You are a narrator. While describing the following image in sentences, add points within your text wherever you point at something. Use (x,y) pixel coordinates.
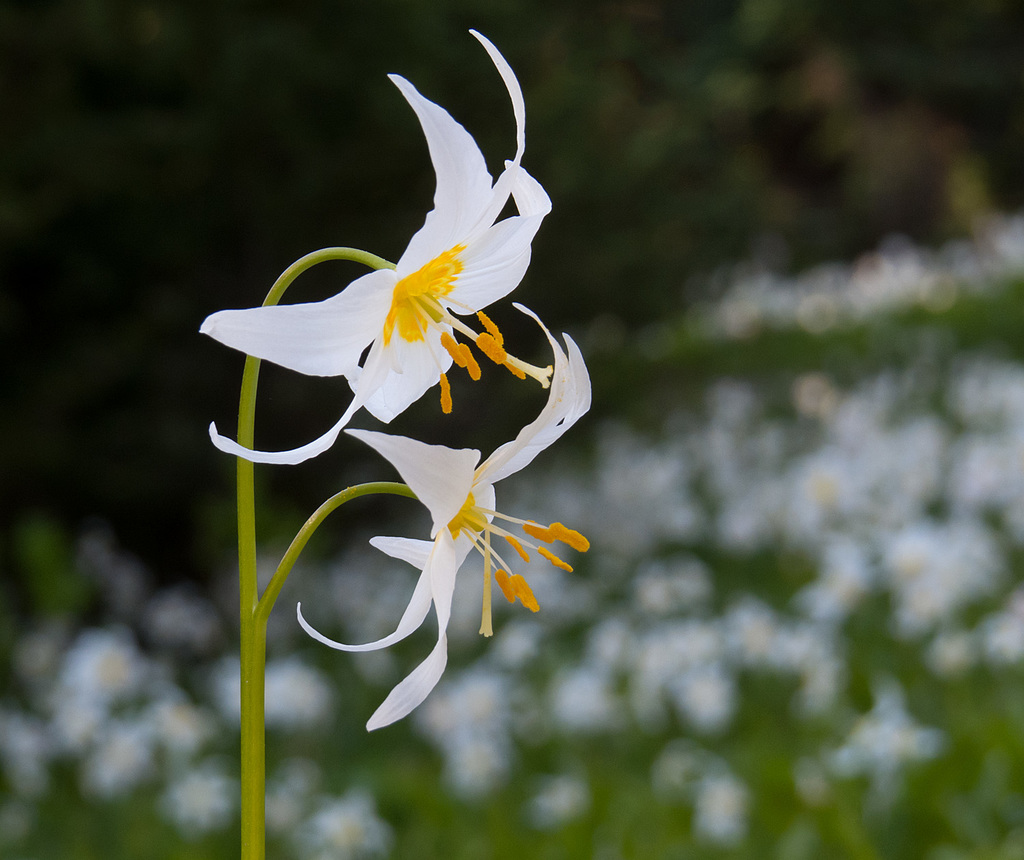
In this picture there are flowers (408,455) in the image, which are white in color.
